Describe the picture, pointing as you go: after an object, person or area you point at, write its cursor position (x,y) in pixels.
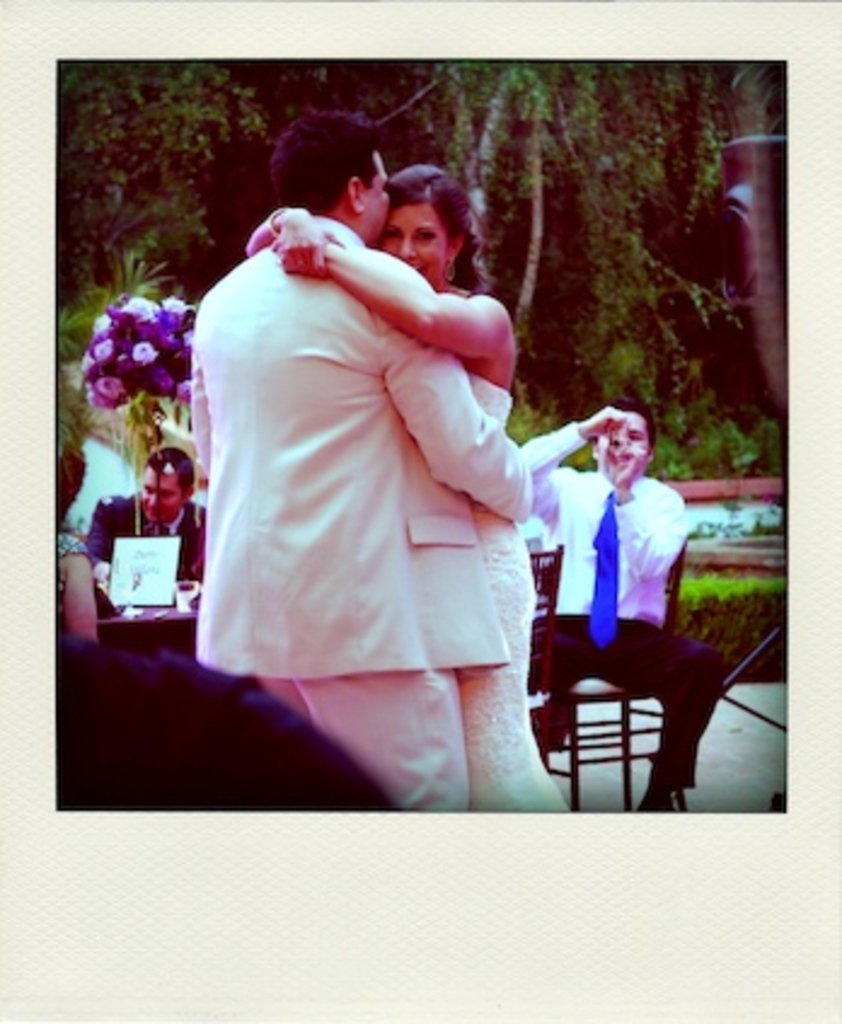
In this picture we can see two people (422,550) are standing, some people (584,563) are sitting on chairs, flowers (185,333), plants (703,604), some objects (760,649) and in the background (635,232) we can see trees (575,168).
